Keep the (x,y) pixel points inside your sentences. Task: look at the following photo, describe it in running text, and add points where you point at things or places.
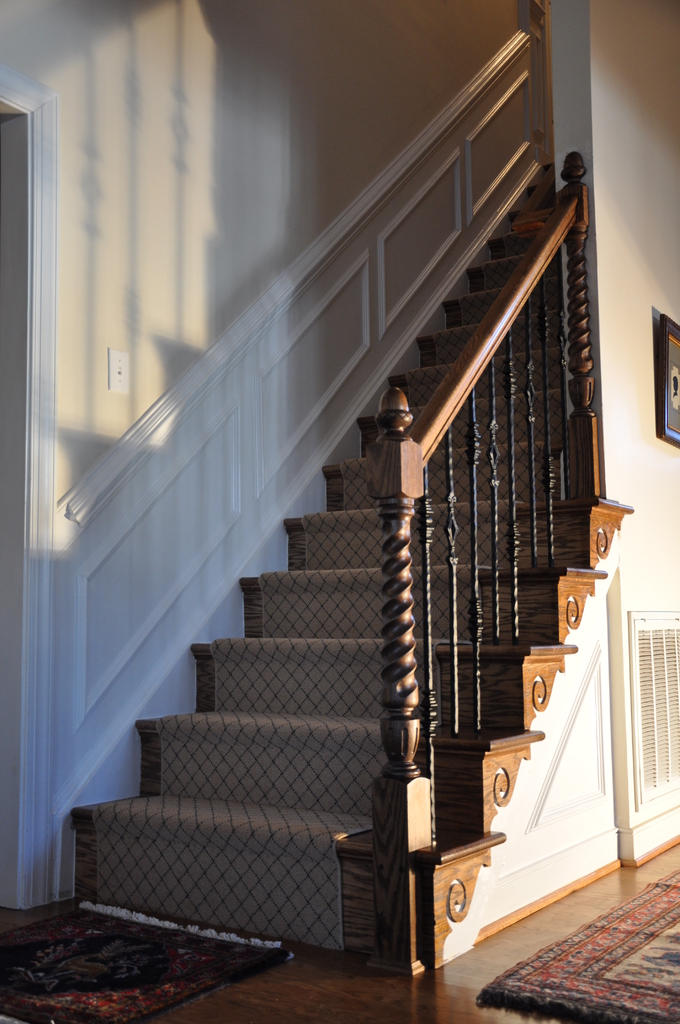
In this image there is a floor (439,982), on that floor (554,918) there are mats (519,992), in the background (314,718) there are stairs (557,442) and walls (480,147).
